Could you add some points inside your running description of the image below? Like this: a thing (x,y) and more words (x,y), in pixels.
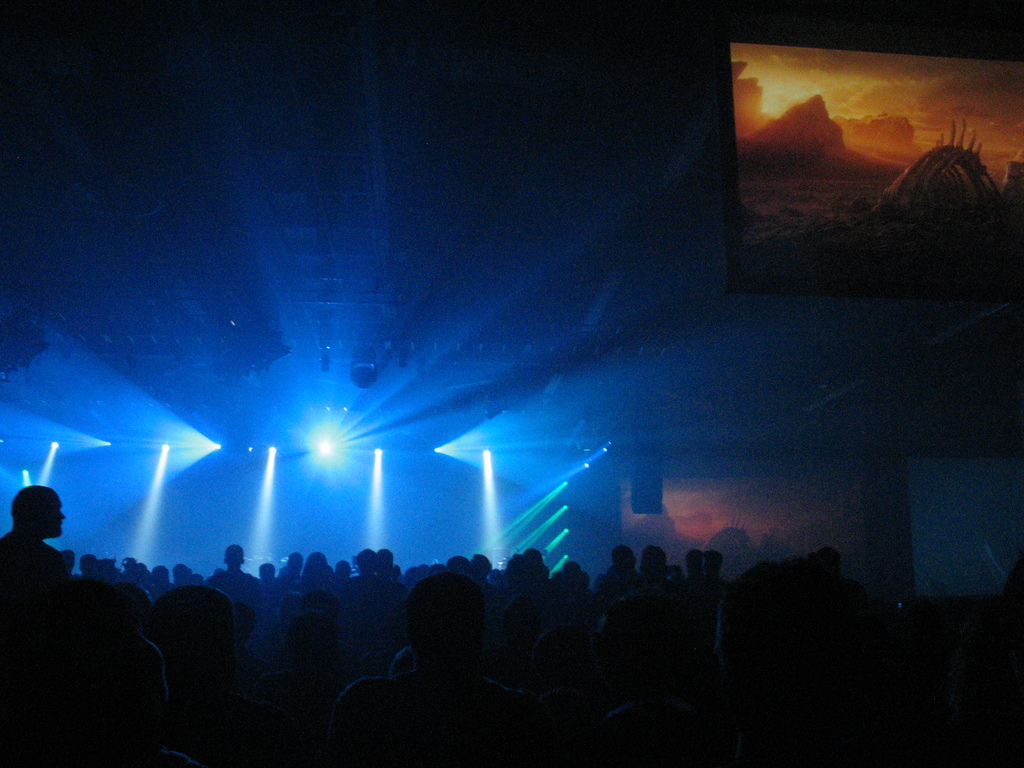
In this image we can see some group of persons (387,634) standing and in the background of the image (271,434) we can see some lights (463,437), sound boxes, in the top right of the image (834,137) there is some painting (815,178).
